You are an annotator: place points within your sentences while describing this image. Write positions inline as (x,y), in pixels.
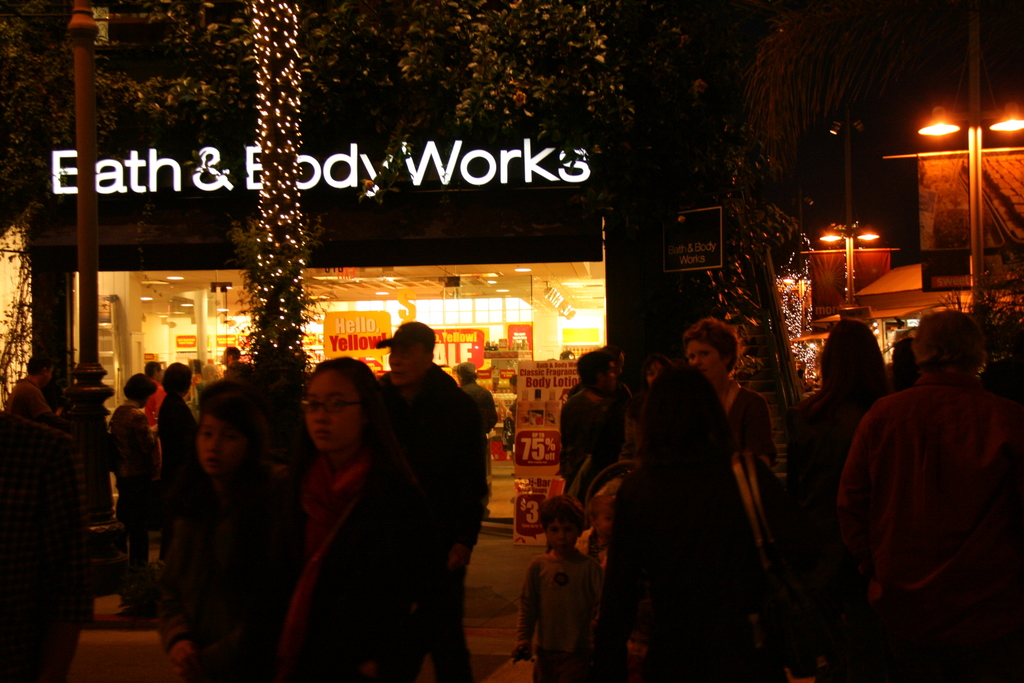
In this image there are people (855,484) and we can see buildings (533,232). There are boards (830,276) and we can see a store (222,250). There are poles (974,136) and we can see lights (1010,114). There are trees (545,79).
